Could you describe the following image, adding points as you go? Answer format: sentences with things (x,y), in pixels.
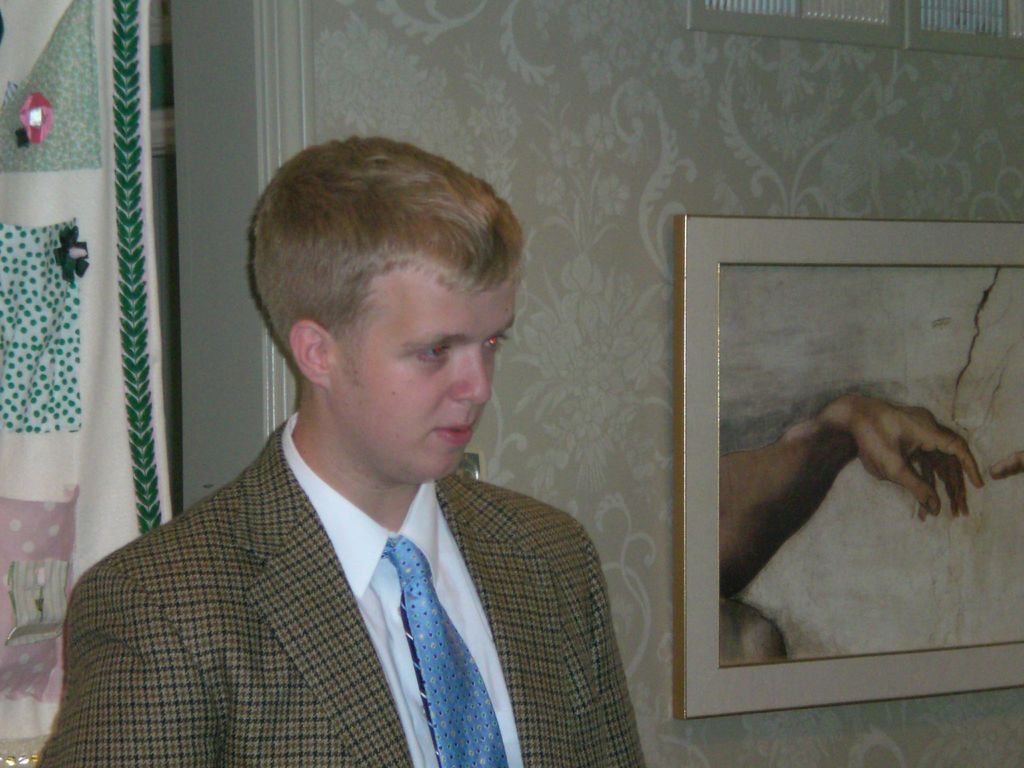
In the center of this picture (349,400) there is a person (353,542) wearing suit (557,528). In the background (714,247) there is a picture frame (793,247) hanging on the wall (640,324) and we can see the picture (781,472) of a hand (913,419) of a person (811,481) in the picture frame (930,436). In the background (112,130) we can see a curtain (96,415).
